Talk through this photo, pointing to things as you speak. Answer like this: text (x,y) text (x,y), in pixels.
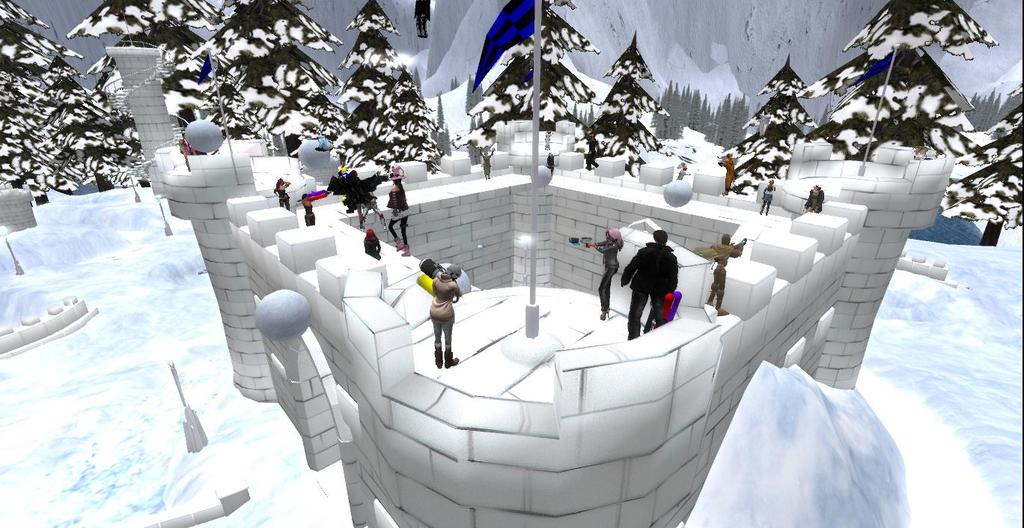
This is an animated image. There are a few people (433,300), poles (539,2), pillars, trees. We can see a fort (493,427) and the ground (911,431) covered with snow (894,391) and some objects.
